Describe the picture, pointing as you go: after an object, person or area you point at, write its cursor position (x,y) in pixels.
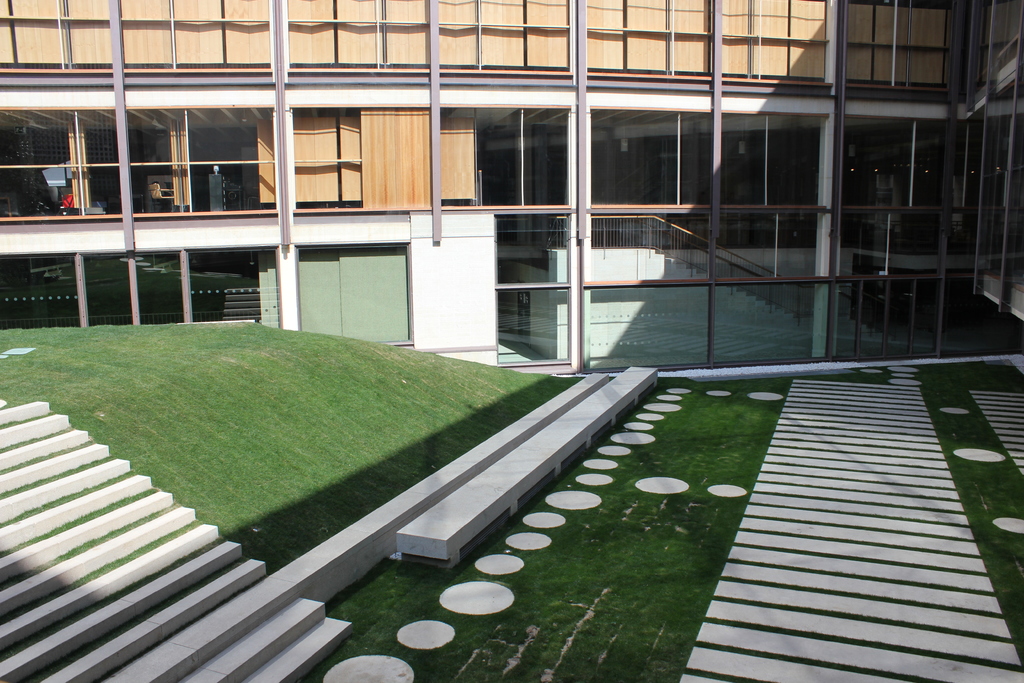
On the left side (137,501) there are stairs (110,487) in the surface (245,426) of the grass (345,414). In the background (492,231) there is a building (578,217).
